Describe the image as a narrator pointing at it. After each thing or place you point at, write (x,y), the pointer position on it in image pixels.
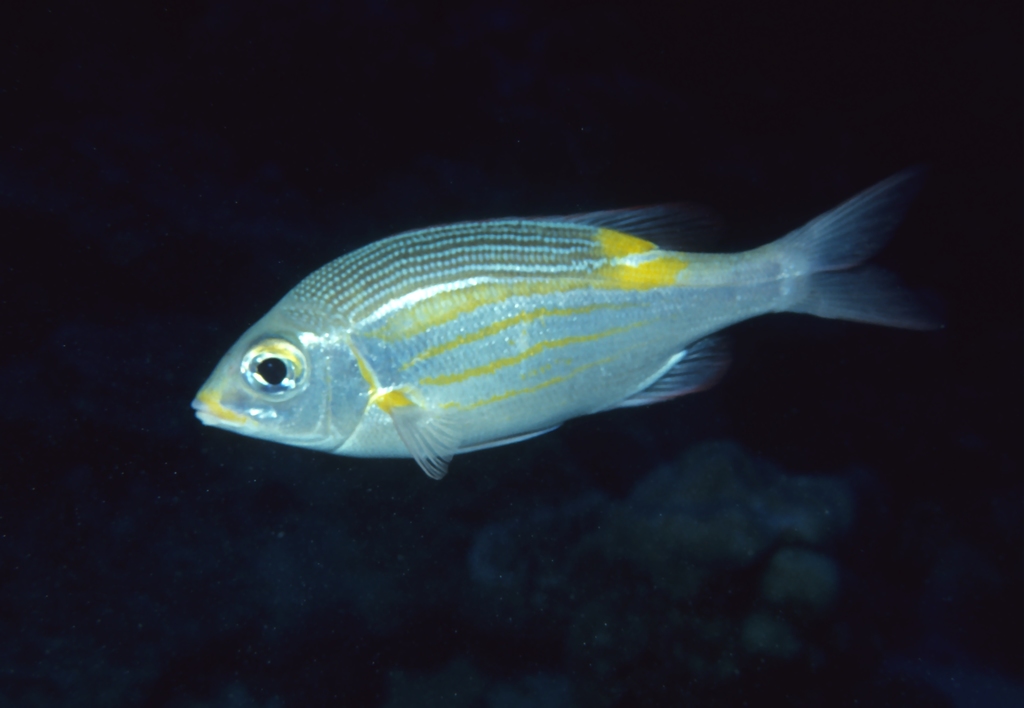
This image consists of a fish (620,380) in yellow and silver color. It looks like it is clicked in the water (1010,224).
